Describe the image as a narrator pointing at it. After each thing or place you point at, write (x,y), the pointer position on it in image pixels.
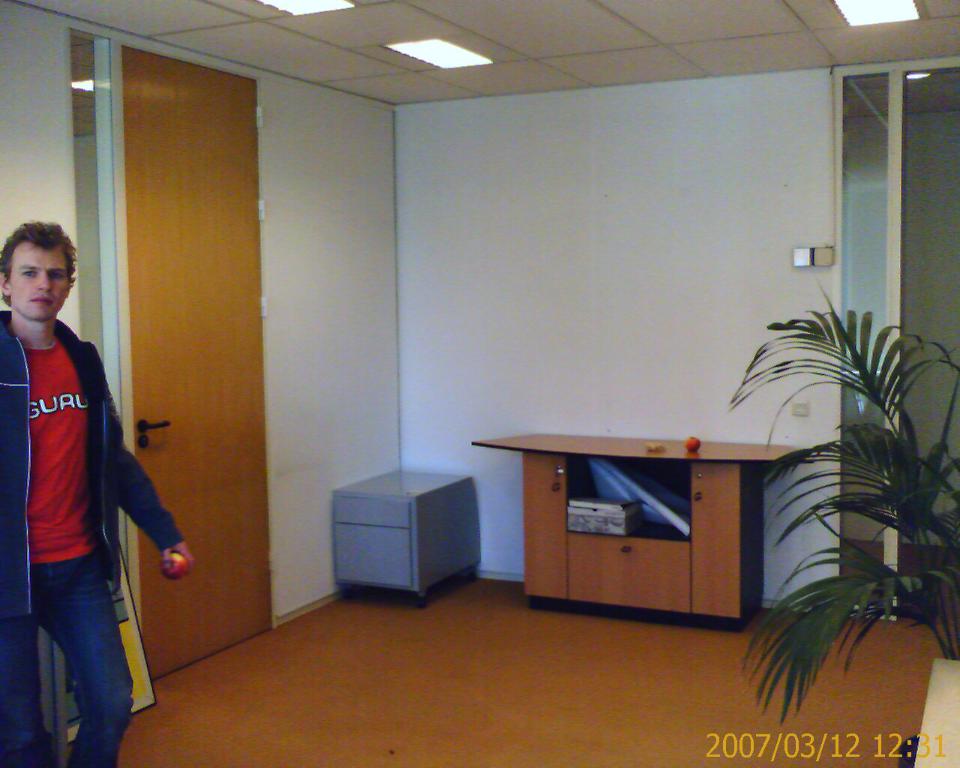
This person (7,461) standing and holding ball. We can see table (644,566), plant (837,603) on the floor (537,690), on the table (662,463) we can see objects (695,440). Behind this person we can see wall (484,144), door (142,230). On the top (398,43) we can see lights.
